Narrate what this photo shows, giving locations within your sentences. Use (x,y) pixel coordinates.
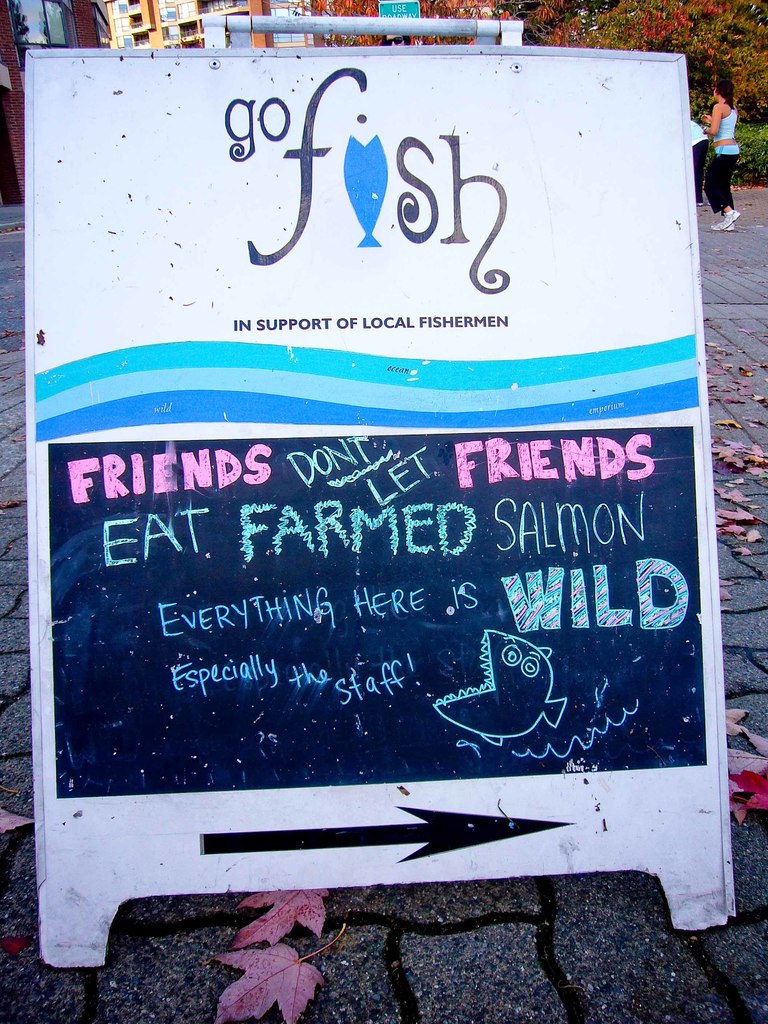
In this image, we can see a board (446,672) with some text (391,673) and images (537,662). We can see the ground (427,934) with some dried leaves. There are a few buildings (175,20). We can also see a person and some plants (754,99). We can also see some trees (714,82).
